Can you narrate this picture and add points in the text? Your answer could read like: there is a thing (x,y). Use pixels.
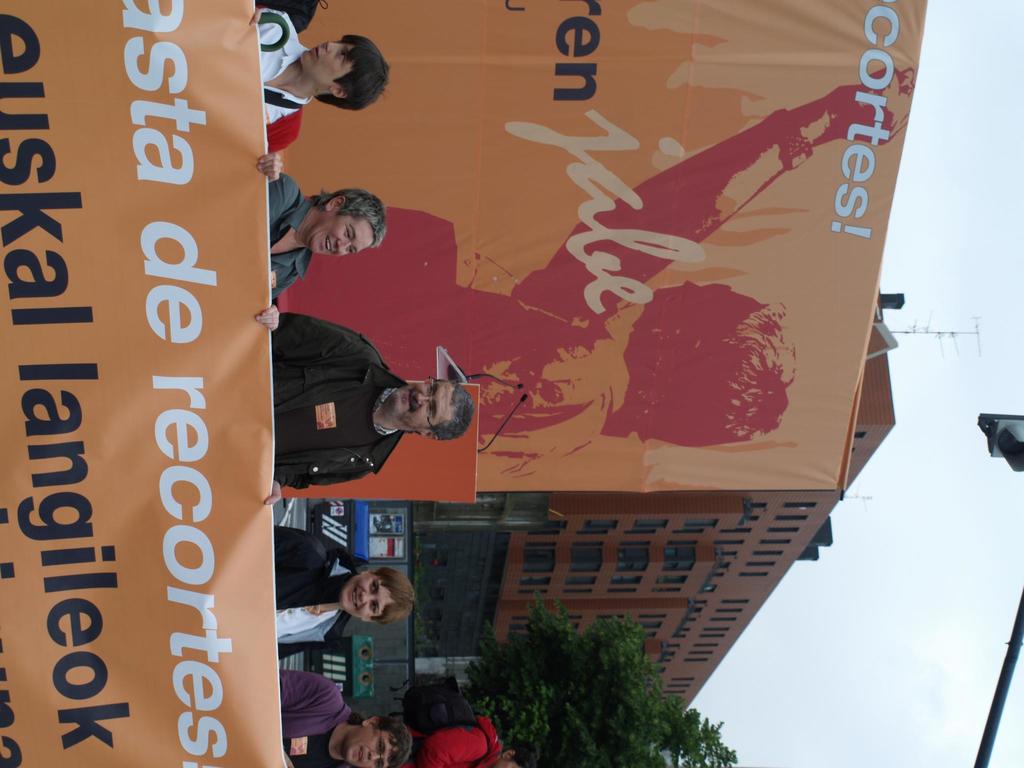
In this image there are few people (295,272) holding a banner (165,404), in the background (641,104) there is a banner (617,447), building (614,564) and trees (627,702).
